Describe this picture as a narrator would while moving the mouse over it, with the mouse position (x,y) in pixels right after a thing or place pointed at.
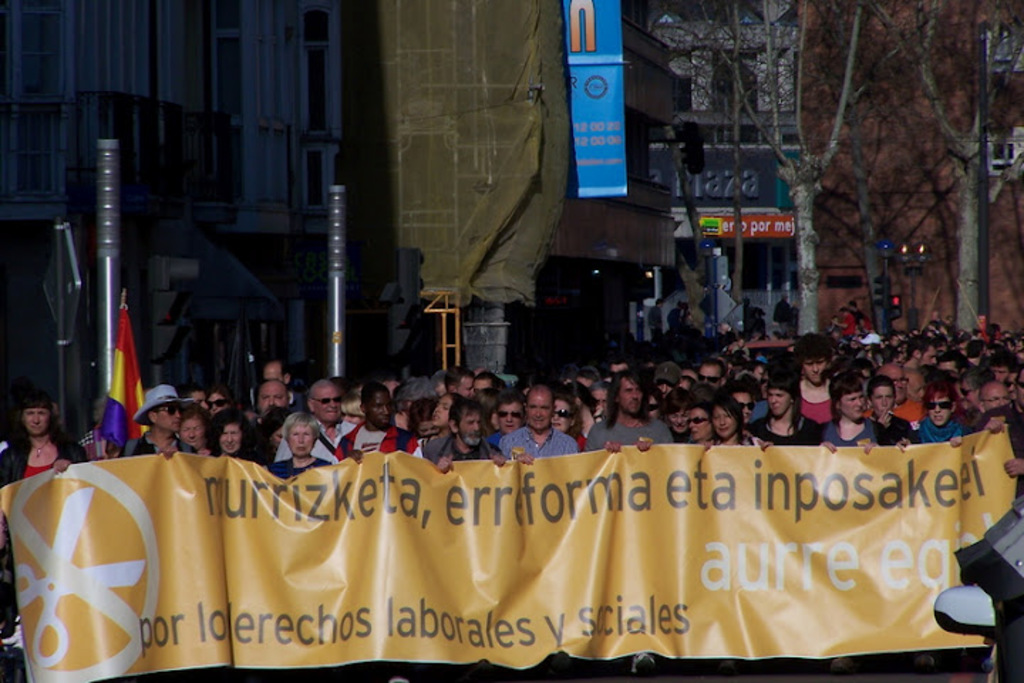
In this image we can see a group of people (699,410). There are few people (884,404) are holding a banner (607,503). There are street lamps (982,130) in the image. There are many trees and the few buildings (371,248) in the image. There is a flag (141,392) and a sign board (68,282) and few advertising boards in the image.
